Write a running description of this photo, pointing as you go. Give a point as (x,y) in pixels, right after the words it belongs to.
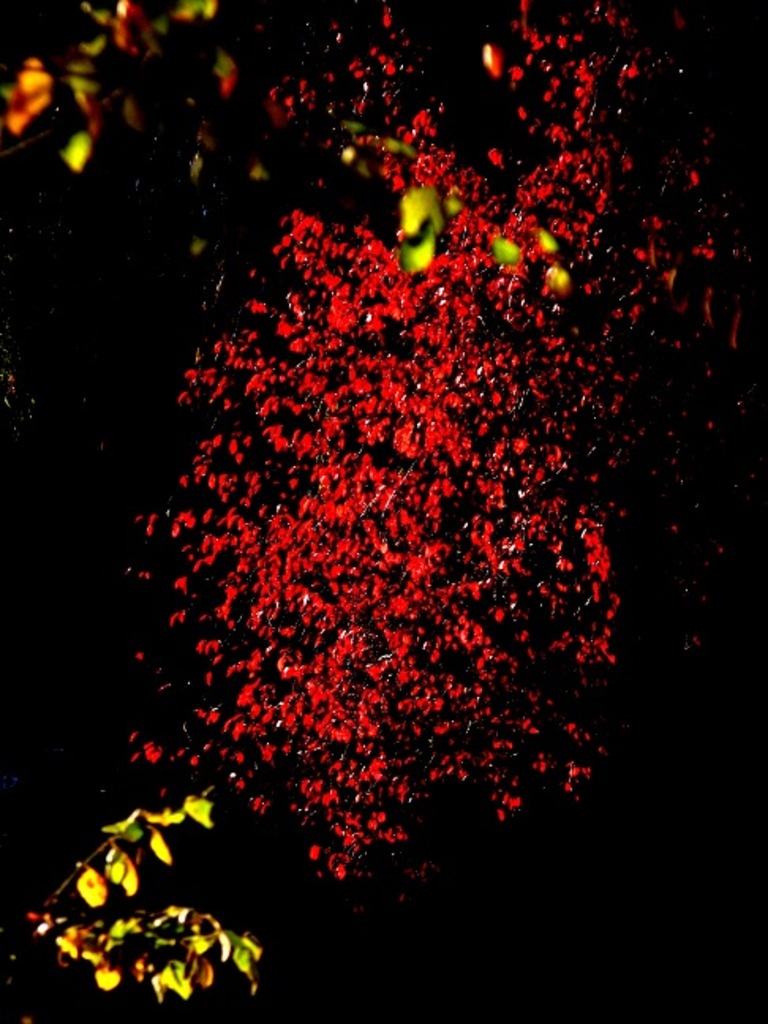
In this image there are tree branches (130,928), maybe there are some red flowers (365,370) visible in the middle (328,383), background (139,438) is dark.
